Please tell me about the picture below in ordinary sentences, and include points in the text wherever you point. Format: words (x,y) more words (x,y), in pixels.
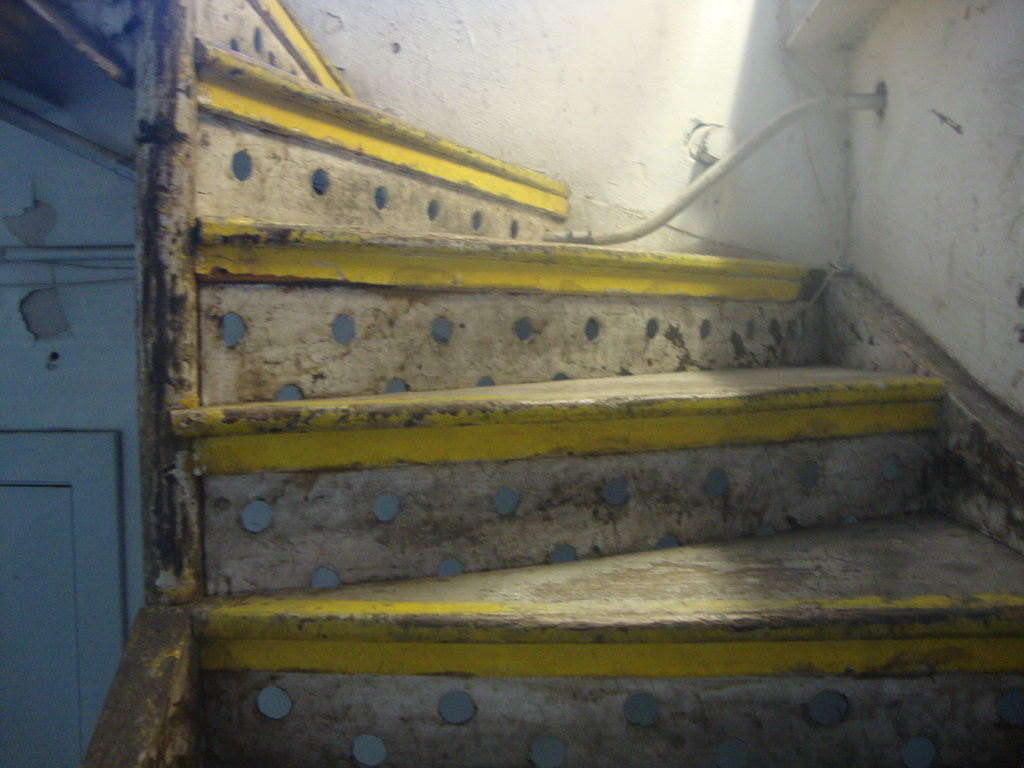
In this image there are stairs (328,470), on the left of the image (76,395) there is a wooden door (89,564) and there is a cable (719,160) coming out of the wall (664,85).
